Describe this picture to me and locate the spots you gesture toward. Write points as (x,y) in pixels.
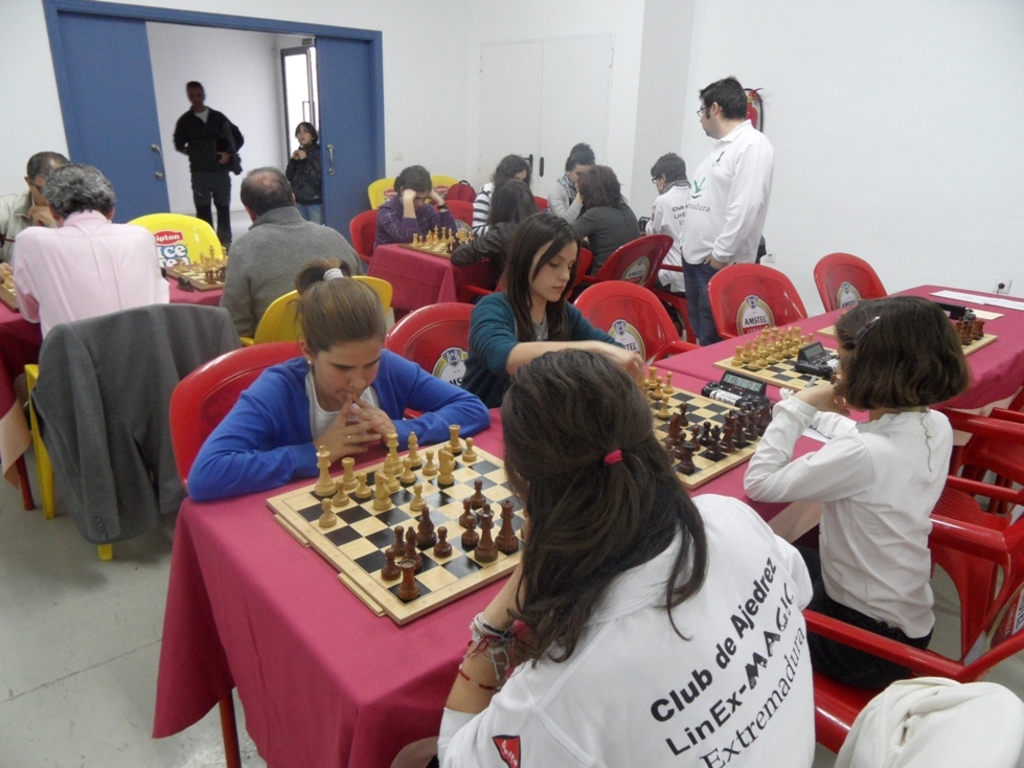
There are group of persons (669,502) sitting on the table (440,608) who are playing chess (444,247) and at the right side of the image (717,91) there is a referee (728,83) who is looking at the players (600,191) who are playing chess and at the left side of the image (133,41) there is a blue color door (344,180) and two persons (312,194) standing over there. At the backside of the image (905,47) there is white color wall (873,186).
